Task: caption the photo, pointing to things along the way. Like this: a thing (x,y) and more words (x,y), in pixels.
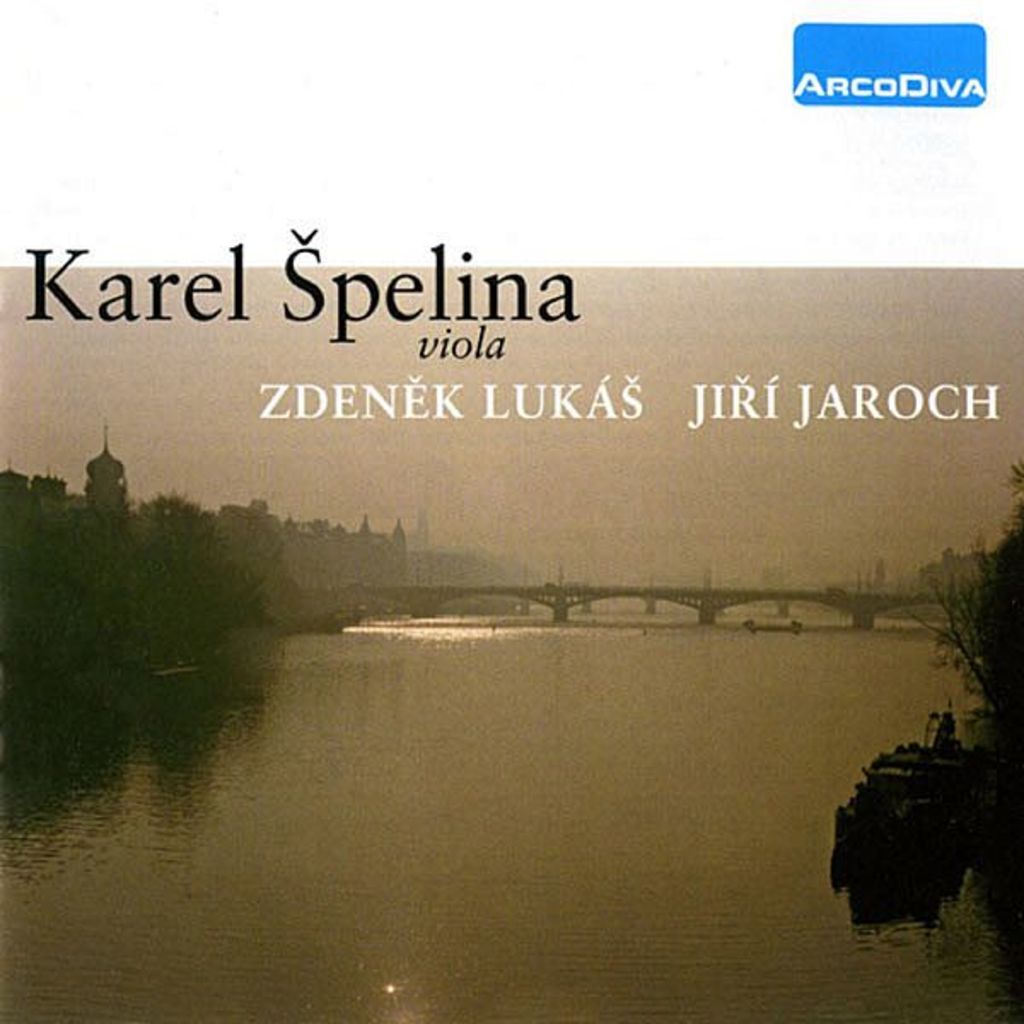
In this image we can see a bridge (402,591), river (342,877), trees (300,618), buildings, boats (907,789) and sky (765,444).
